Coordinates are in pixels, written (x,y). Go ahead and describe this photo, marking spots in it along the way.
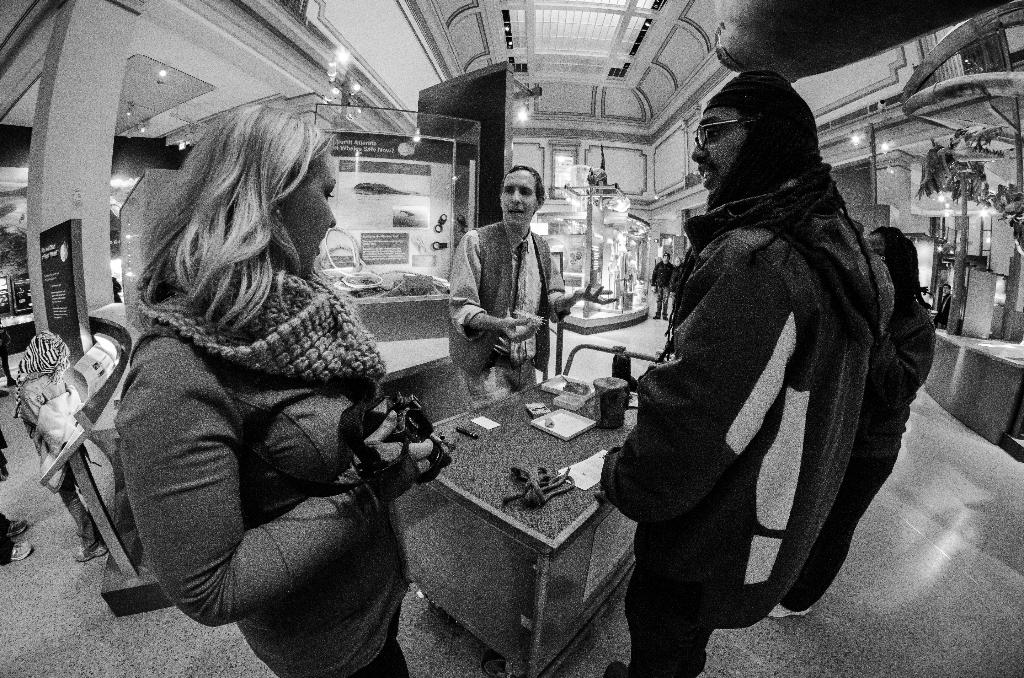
In this image we can see some people (421,446) standing. And we can see camera (411,426) in one of their hands (421,446). And we can see the lights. And in the background (665,38), we can see one hall (87,93). And we can see some glass objects (410,155).
